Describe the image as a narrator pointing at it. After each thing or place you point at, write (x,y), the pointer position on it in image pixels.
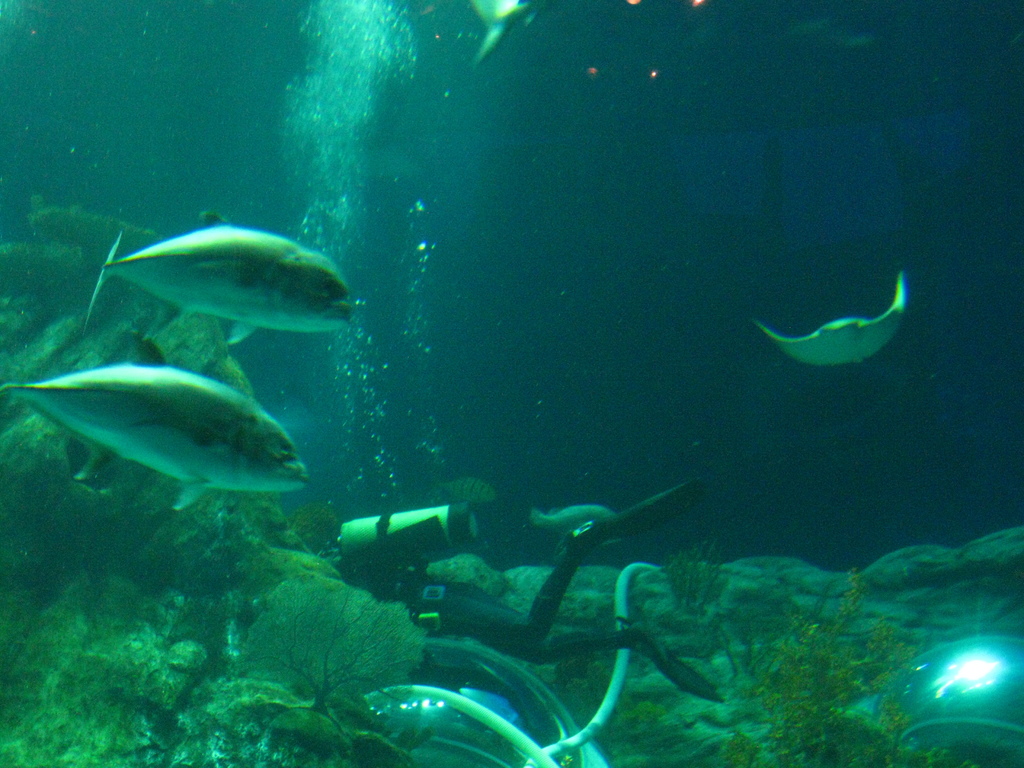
In this image I can see water (539,283) and in it I can see few fishes (566,510) and a person (443,618). I can also see a gas cylinder (349,544) over here and I can see this image is little bit in dark.
